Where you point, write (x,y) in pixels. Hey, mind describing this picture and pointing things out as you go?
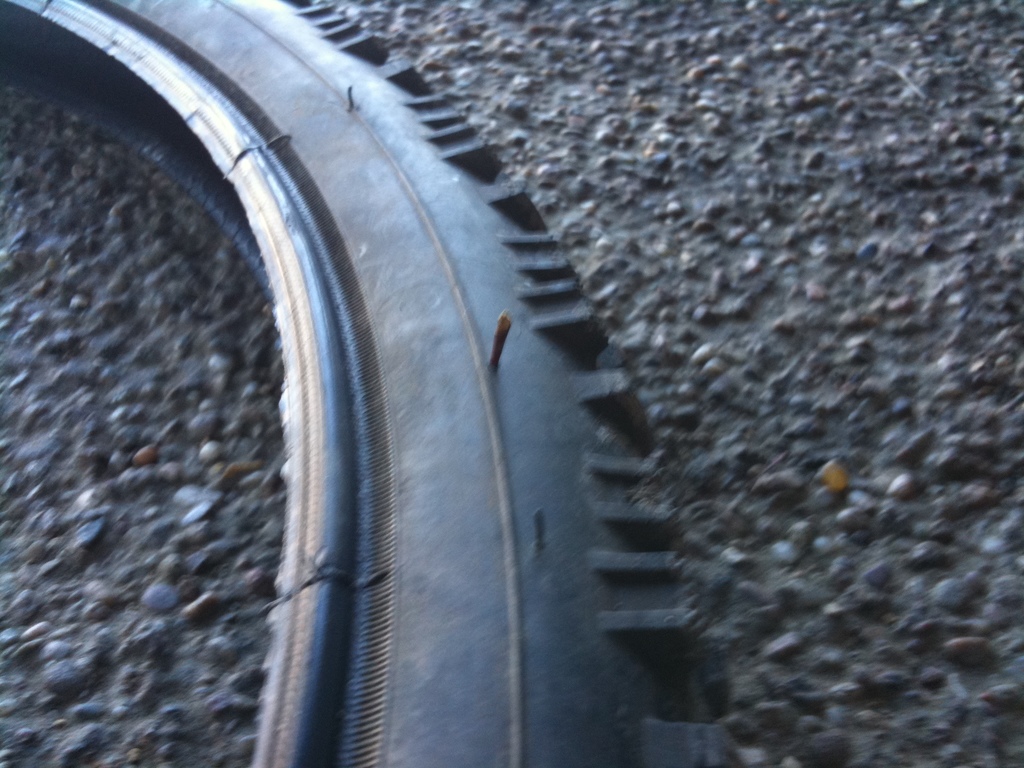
In this picture we can see a tyre (430,477), at the bottom (830,562) there are some stones (701,385).
